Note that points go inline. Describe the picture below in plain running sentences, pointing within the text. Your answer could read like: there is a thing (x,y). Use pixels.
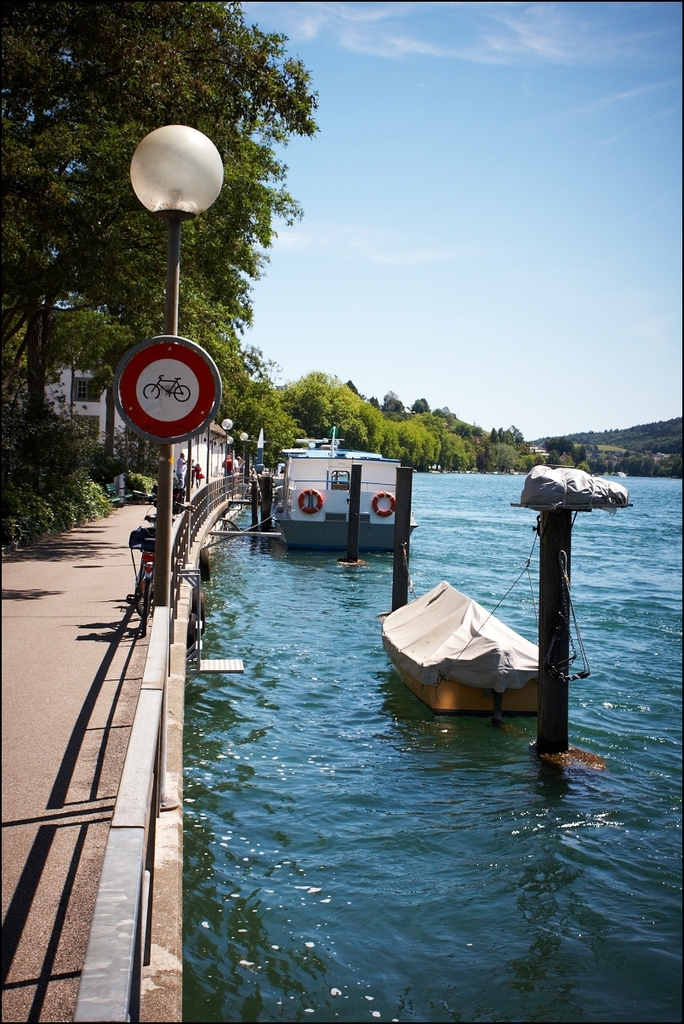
In this picture we can see the boats (471,673) on the water (504,619). On the left (205,375) we can see metal fencing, street lights (165,548), sign board (183,339) and bench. On the left (80,398) background (83,390) there is a building (58,385) near to the trees (39,360). In the background (647,434) we can see the mountain (607,434), trees (498,441) and river (500,493). At the top (678,132) we can see sky (621,129) and clouds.
